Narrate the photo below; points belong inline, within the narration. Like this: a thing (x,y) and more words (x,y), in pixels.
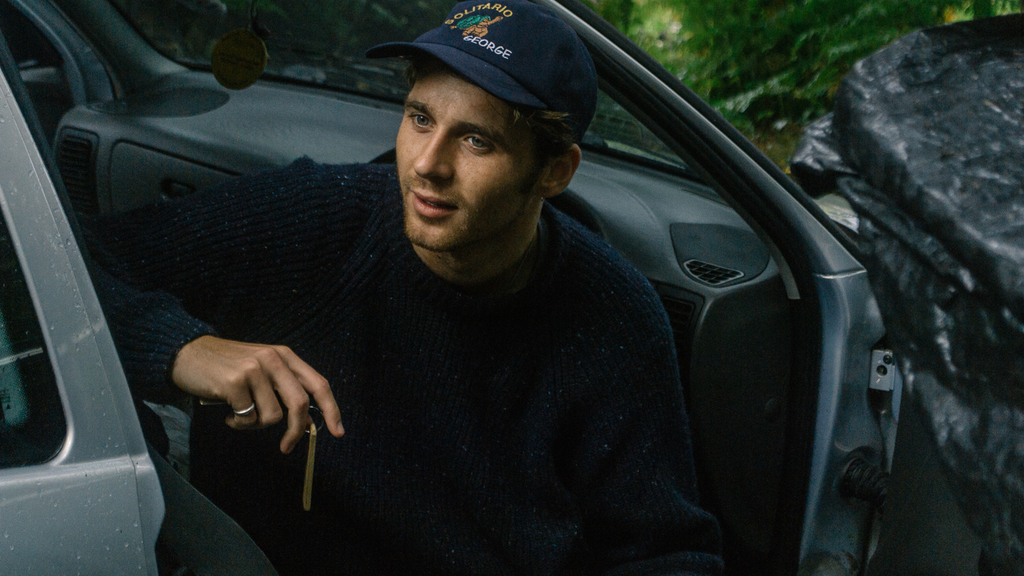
here we can see the person (460,183) sitting in the car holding the keys (313,428).
